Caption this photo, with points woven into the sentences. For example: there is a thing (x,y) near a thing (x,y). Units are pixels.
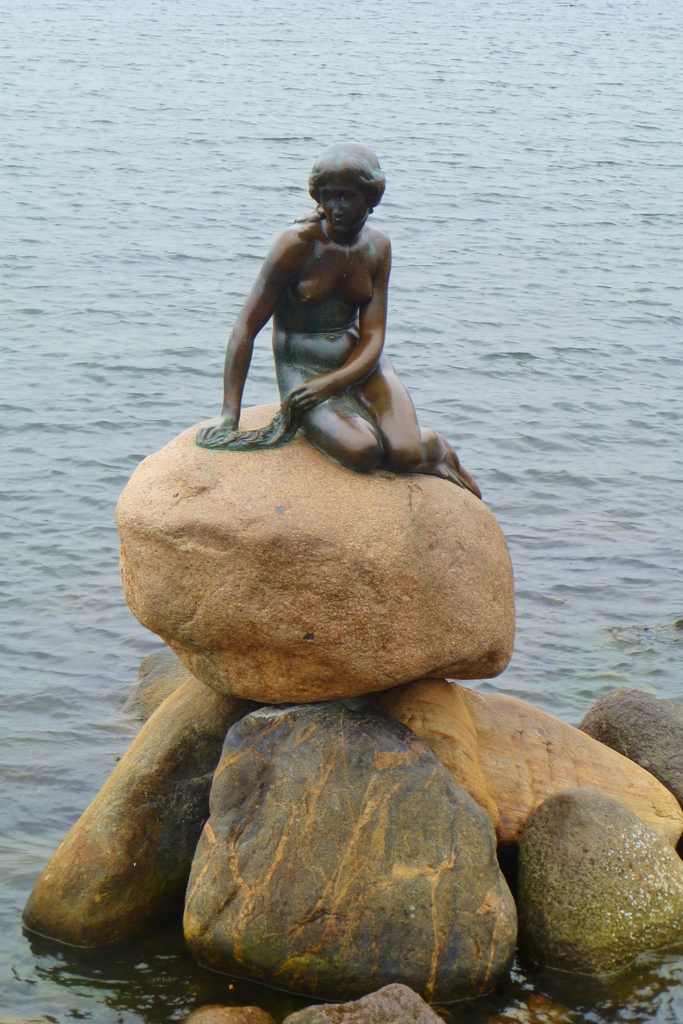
In the center of the image (281,383) there is a statue (261,303) on stones (296,615). In the background of the image (273,125) there is water (280,79).
